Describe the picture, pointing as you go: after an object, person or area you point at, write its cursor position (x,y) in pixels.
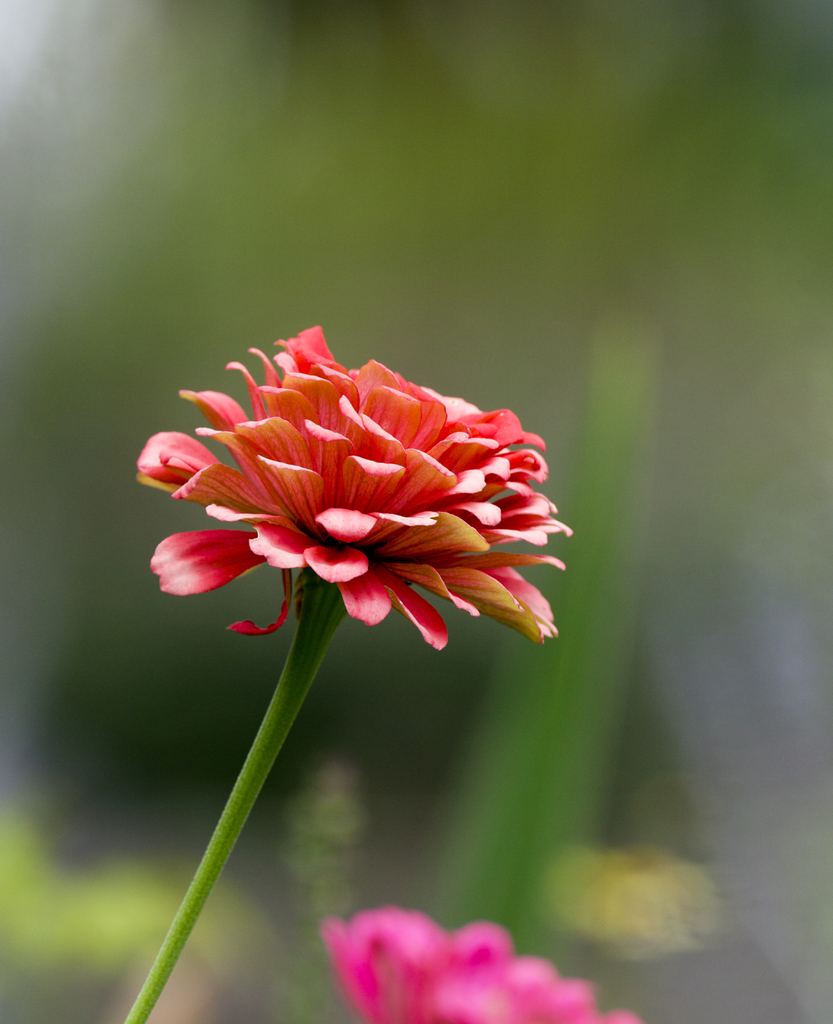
In this picture we can see a flower (425,608) here, there is a blurry background (488,237) here, we can see petals (452,494) of the flower (367,531) here.
